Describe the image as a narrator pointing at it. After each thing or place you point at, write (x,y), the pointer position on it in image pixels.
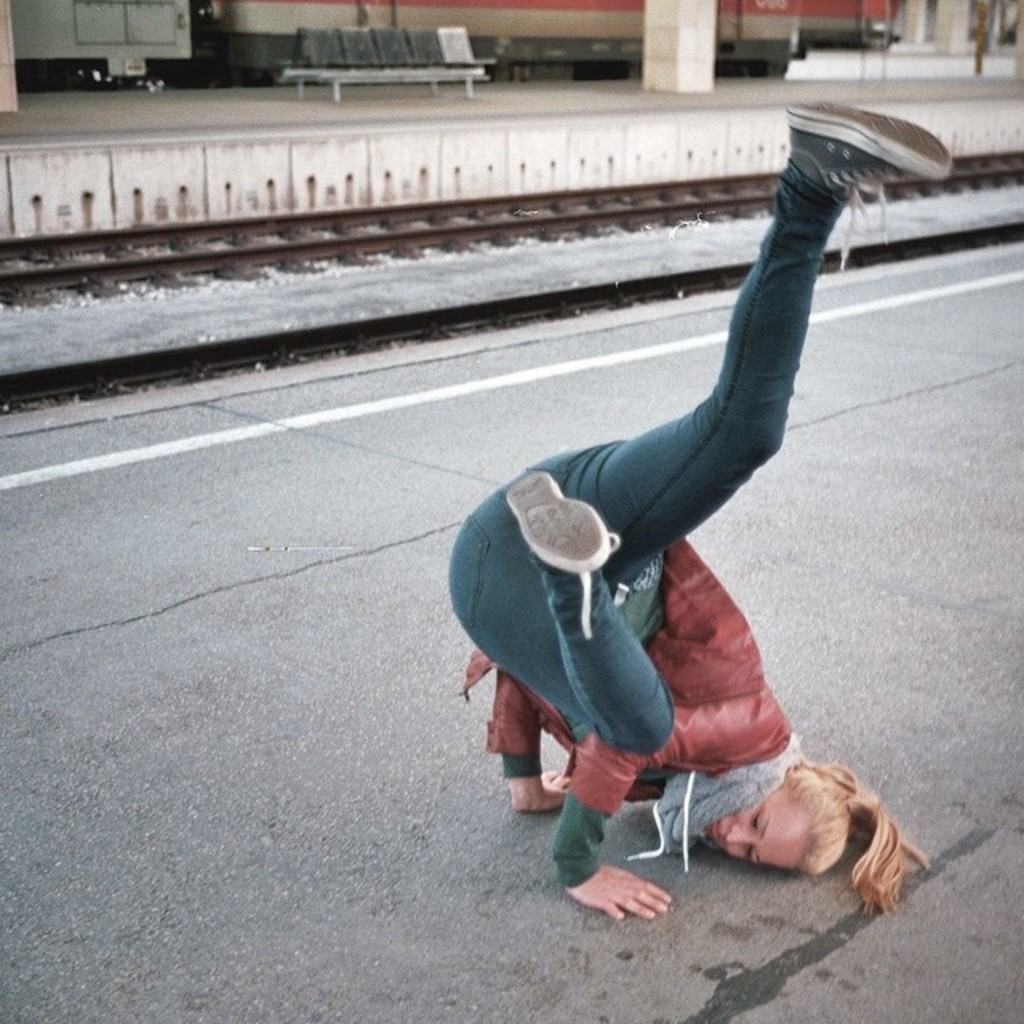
In the center of the image (664,636) we can see a person (586,699) on a platform (492,781). In the background (317,7), there is a wall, railway tracks (409,212), attached chairs (383,79), pillars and a few other objects (550,26).
